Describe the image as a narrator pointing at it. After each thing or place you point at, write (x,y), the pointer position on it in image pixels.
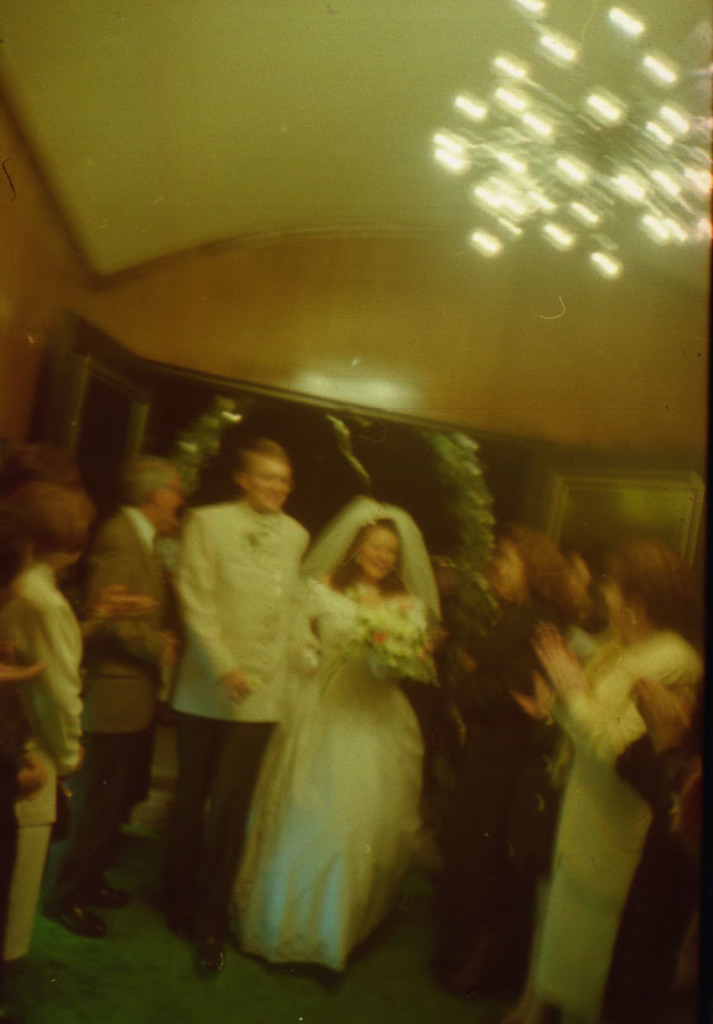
This picture was taken from inside. In this picture at the center (280,475) two people (298,807) were walking in to the church (395,403). Beside them few people (554,743) were standing and clapping. At the top of the image (533,220) there is a chandelier (516,82).
